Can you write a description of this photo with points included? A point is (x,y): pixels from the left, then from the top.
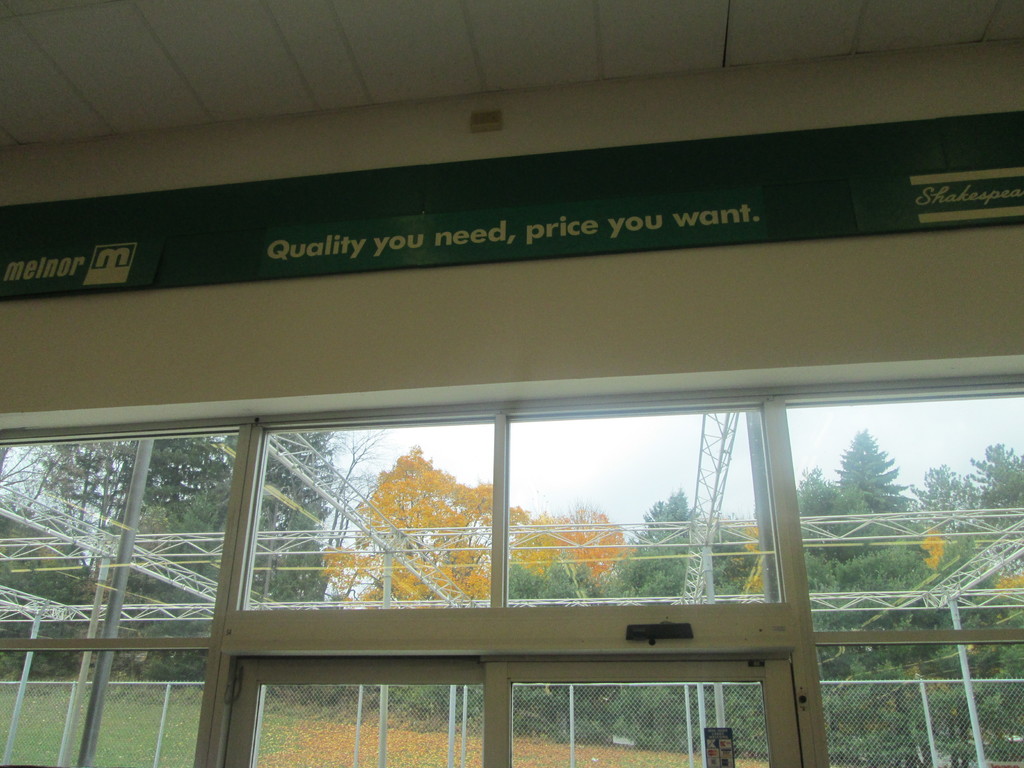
This is an inside view. At the bottom (79,593) there is a glass (197,607) through which we can see the outside view. In the outside there are many trees (570,537) and metal poles (385,558). At the top of the image (420,239) there is a green color board (358,215) attached to the wall (243,299). On the board (345,240), I can see some text (333,244).
